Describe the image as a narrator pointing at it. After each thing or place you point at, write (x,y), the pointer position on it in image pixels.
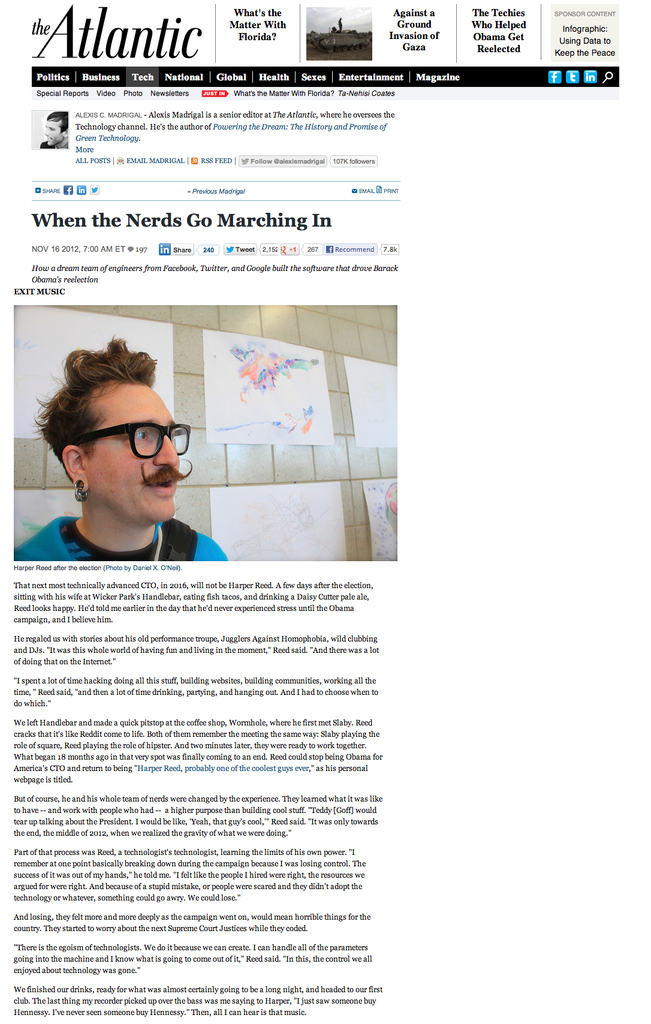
In this picture I can see a snapshot (188,272) of a website (204,235), on which I can see a image (204,479) of a person (165,522) and some text (260,82).
